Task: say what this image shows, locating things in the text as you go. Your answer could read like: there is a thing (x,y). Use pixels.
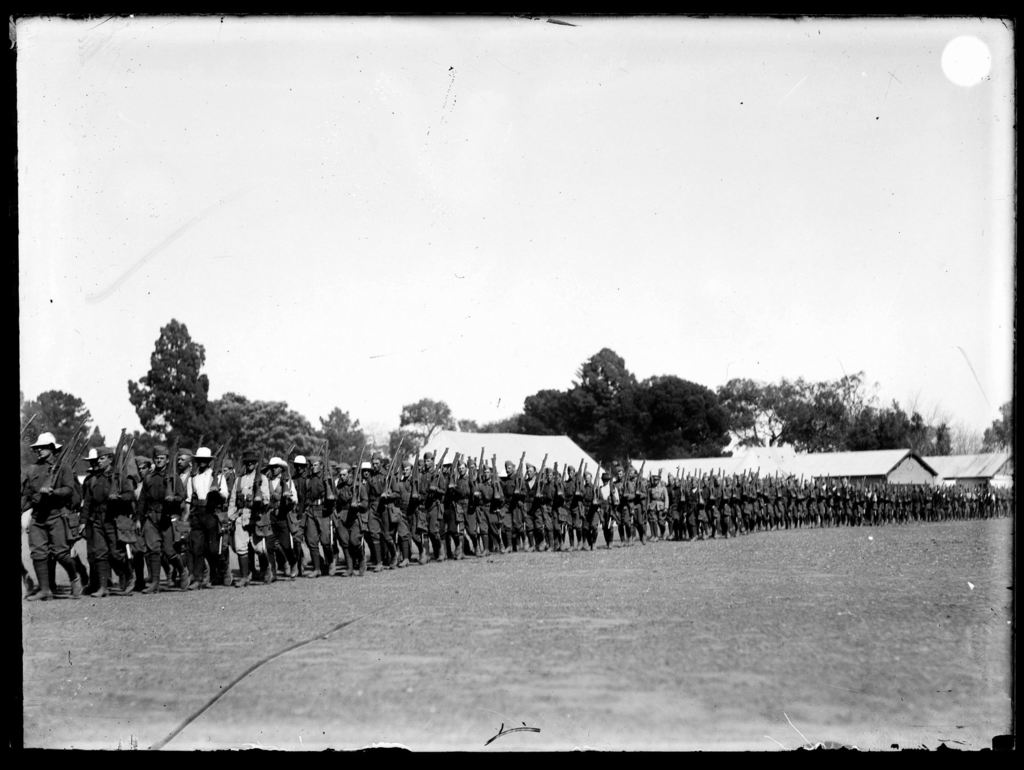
In the image we can see black and white pictures of people (448,522) walking, they are wearing clothes (249,533), cap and holding a rifle (118,463) in their hands (229,521). Here we can see trees (624,416), house (924,462) and the sky (633,271).
